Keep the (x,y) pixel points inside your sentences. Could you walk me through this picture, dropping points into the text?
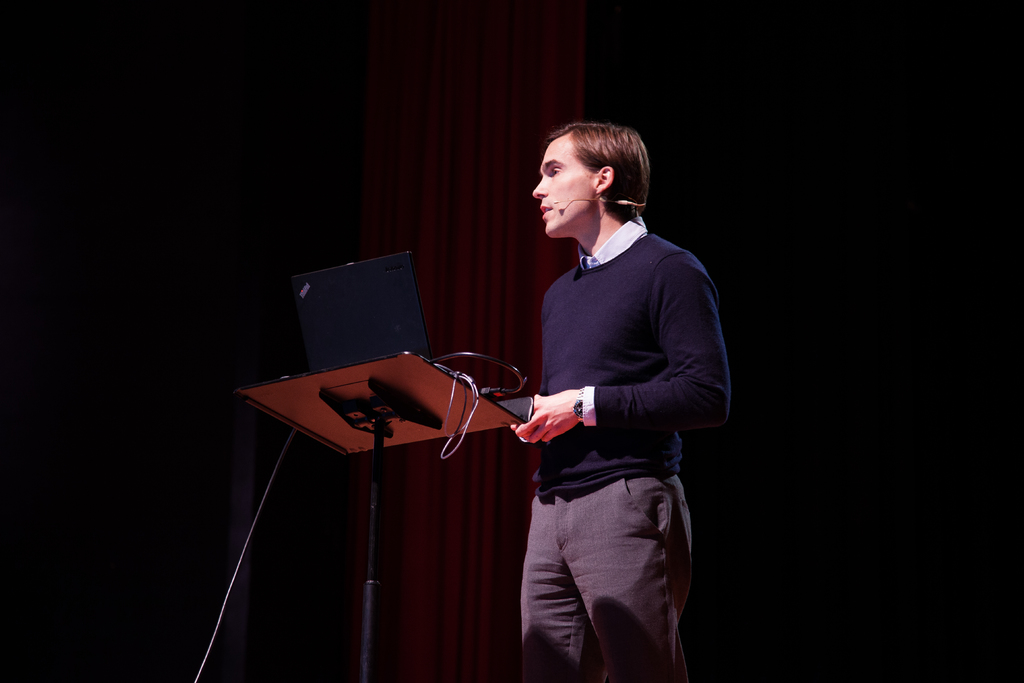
As we can see in the image there is a man (604,412) wearing blue color jacket (600,379) and there is an electrical equipment (321,343).
